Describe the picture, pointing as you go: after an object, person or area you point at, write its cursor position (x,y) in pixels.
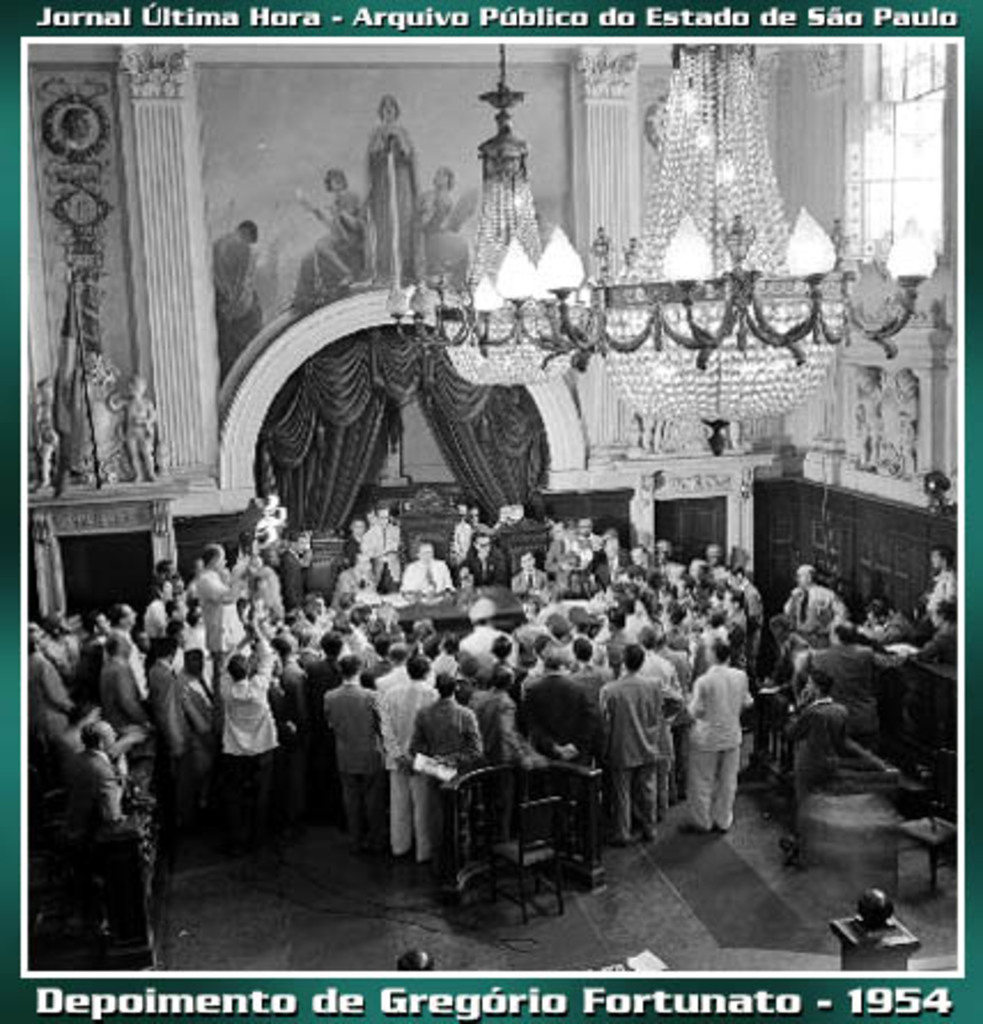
This is an image of the photograph where we can see so many people (632,793) standing inside the room (43,482), also there is a chandelier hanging from the ceiling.
